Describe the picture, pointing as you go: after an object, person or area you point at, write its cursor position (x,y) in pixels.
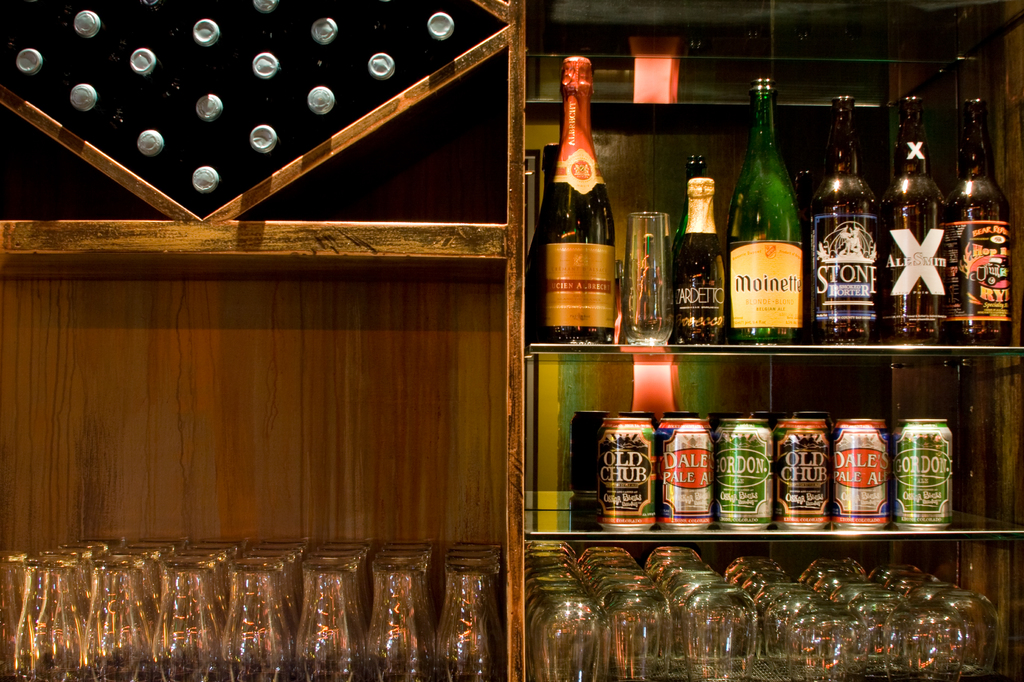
In this image I can see the rack (437,257). In the rack (346,325) there are many wine bottles (786,230), tins (848,529) and glasses (634,617).
